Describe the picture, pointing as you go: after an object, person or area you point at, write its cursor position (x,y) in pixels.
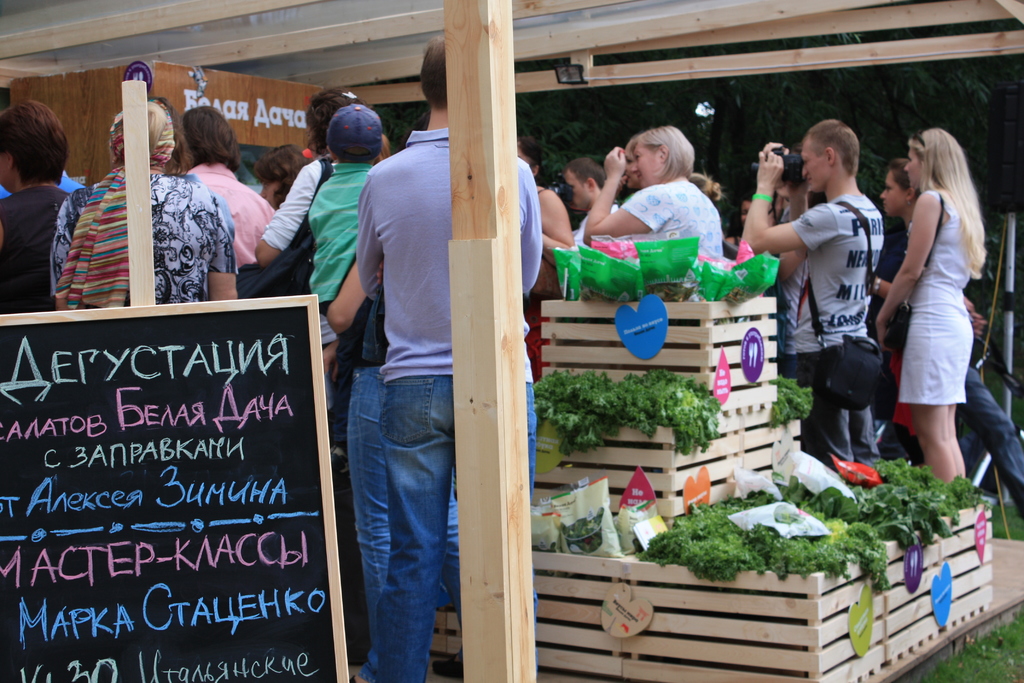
This image consists of many people (71,193). On the left (125,531), there is a board (280,560). In the middle (671,396), we can see a potted plant (541,447) made up of wood (779,661). At the bottom (996,671), there is grass (957,682). At the top (621,35), there is a roof (97,31).
